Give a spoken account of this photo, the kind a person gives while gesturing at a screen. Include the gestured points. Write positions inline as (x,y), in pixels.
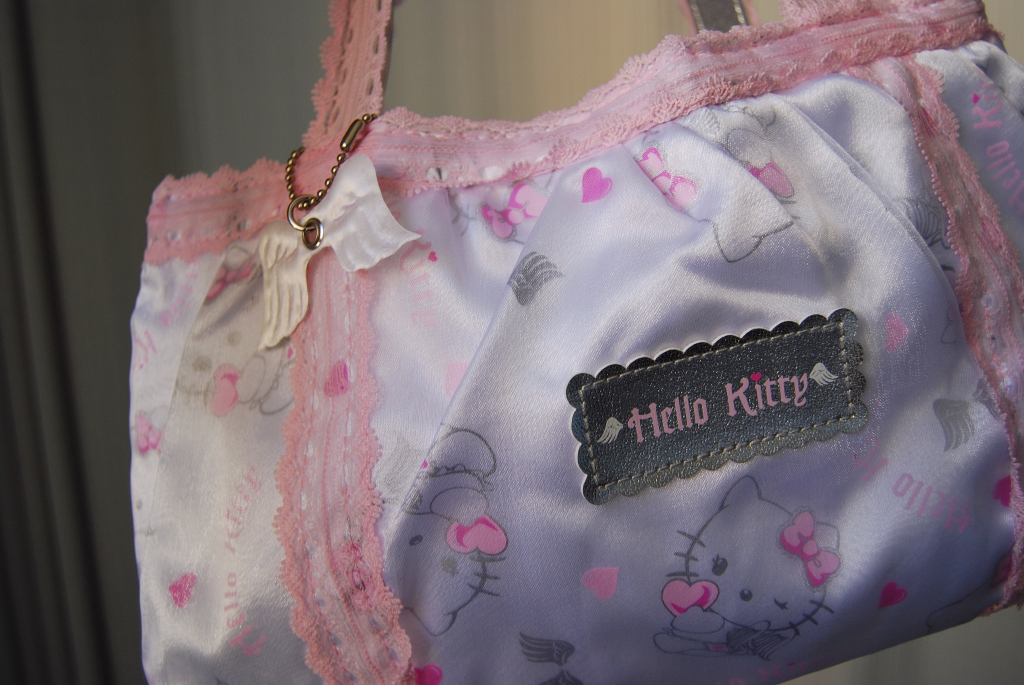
This image consists of a bag (590,512) which is in white and pink color. There are Hello Kitty symbols (741,581) on this bag (781,574) and there is also written Hello Kitty in the middle (640,419).
